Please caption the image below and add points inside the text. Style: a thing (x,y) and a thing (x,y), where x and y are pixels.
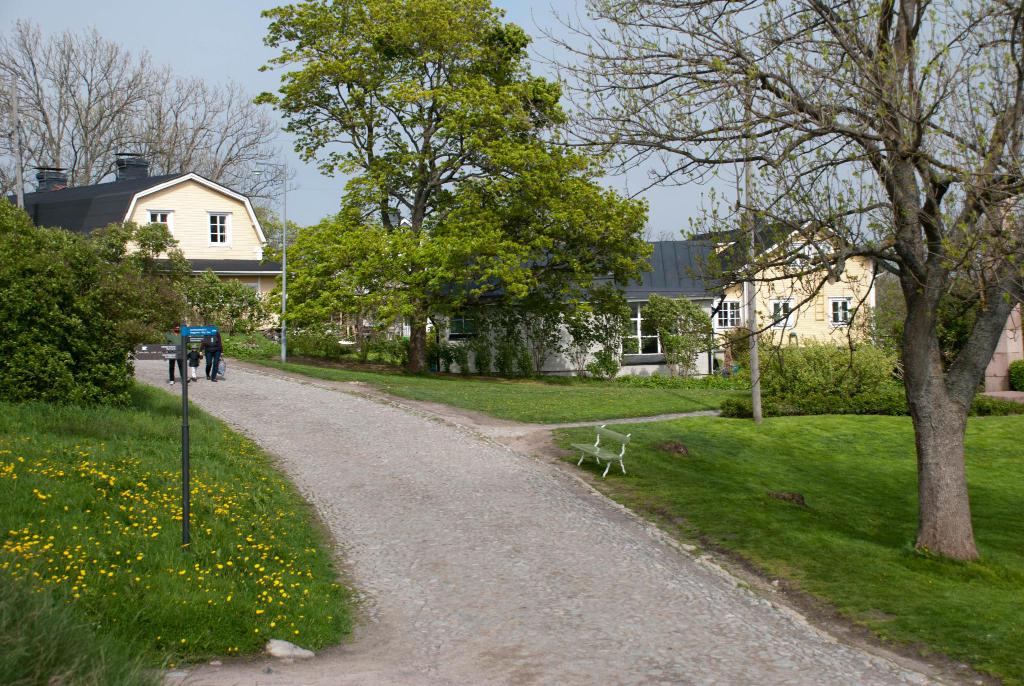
In this image I can see the road (414,497). To the side of the road (411,488) I can see the yellow color flowers (201,578) to the plants (191,575), pole (188,512), bench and many trees (524,294). I can see few people (218,354) walking on the road (281,395). In the background (676,18) there are houses (794,327) with windows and the sky (577,173).
